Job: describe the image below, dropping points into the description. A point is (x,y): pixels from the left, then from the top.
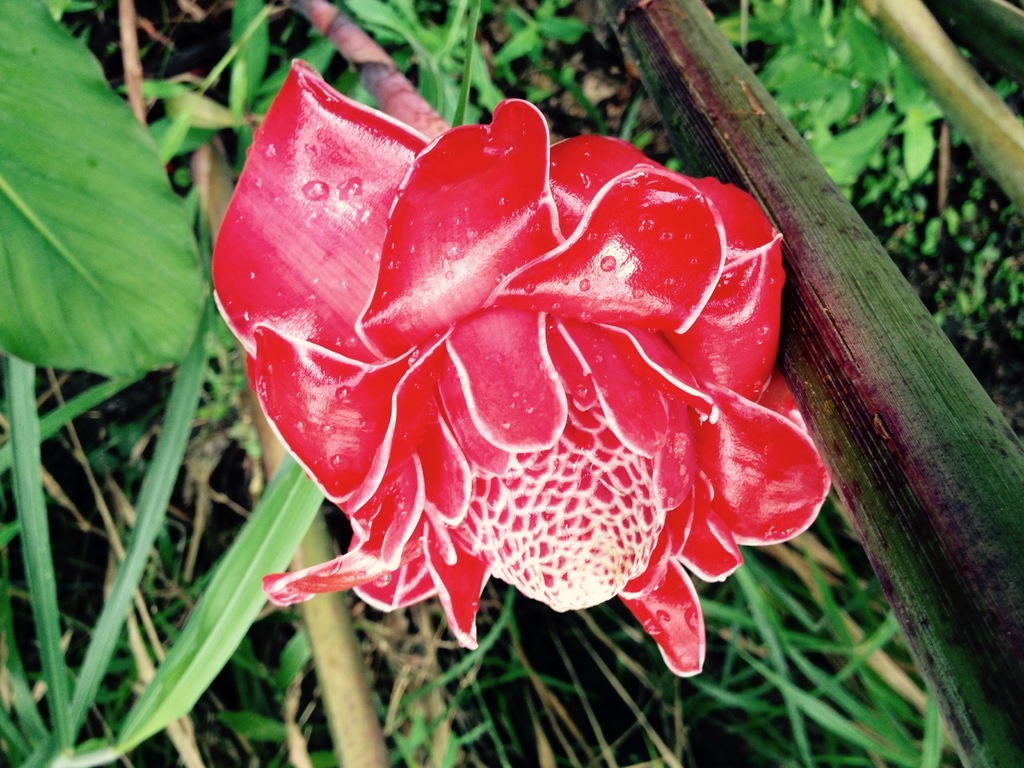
In the middle of this image (568,269) I can see a red color flower (524,503). In the background (85,268) grass (139,593), leaves (29,303) and stems (834,194) are visible and also I can see the ground (959,264).
